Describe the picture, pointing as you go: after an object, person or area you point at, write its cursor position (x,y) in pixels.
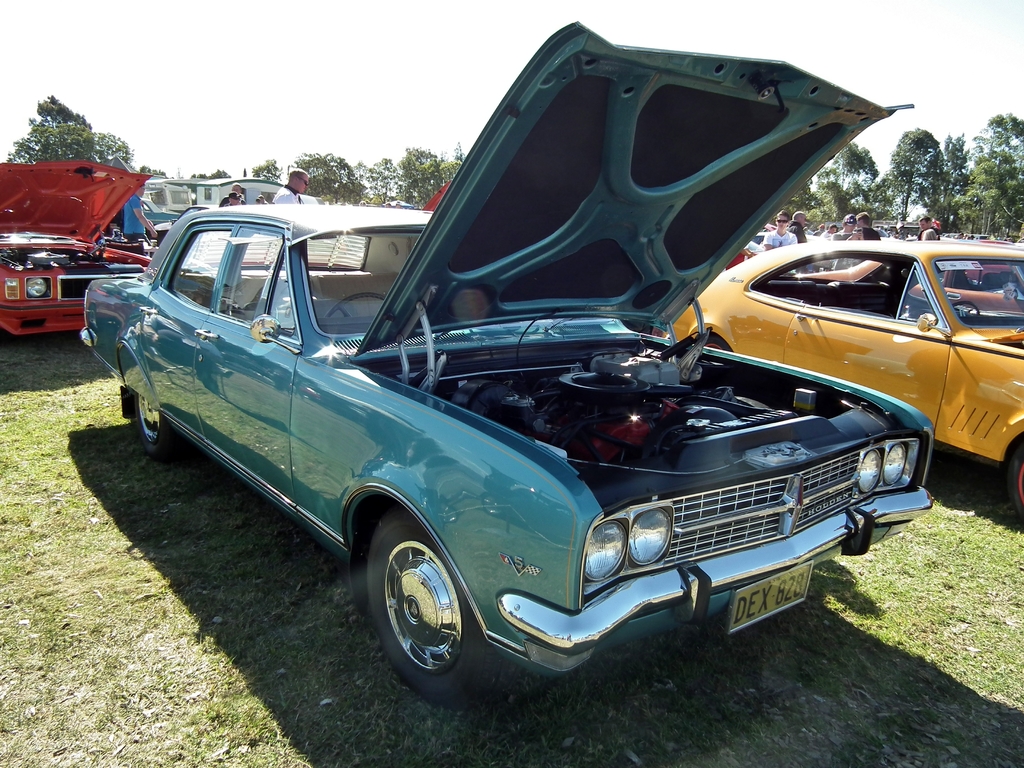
In this image I can see few vehicles (623,470). In front (519,501) the vehicle (570,481) is in green color, background (325,192) I can see few persons (926,236) standing, trees (364,173) in green color, a house (251,191) in white color and the sky (317,97) is in white color.
